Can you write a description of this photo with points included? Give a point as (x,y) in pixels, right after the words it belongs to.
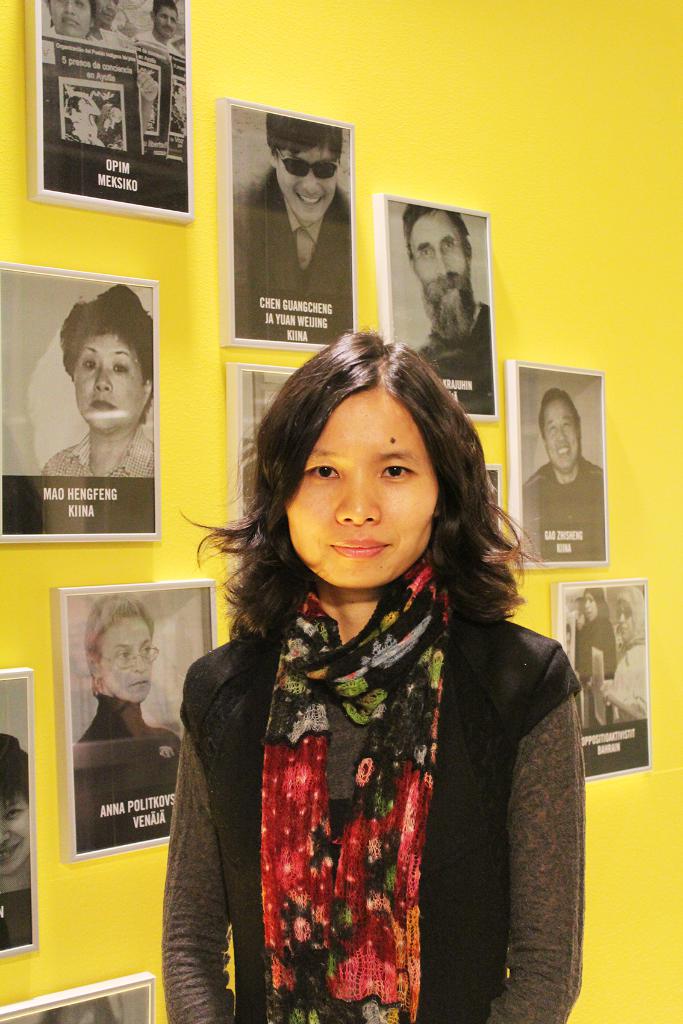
Here we can see a woman (474,638). In the background (136,3) we can see frames (589,691) on the yellow color wall (653,699).
